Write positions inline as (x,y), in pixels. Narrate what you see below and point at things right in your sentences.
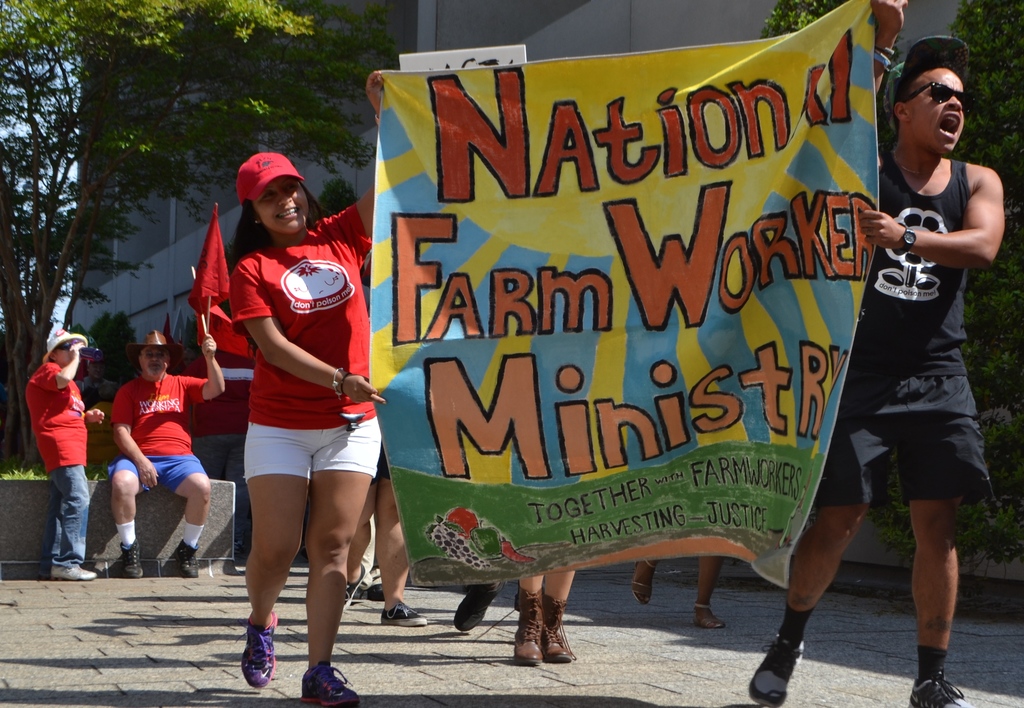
In the image in the center (362,318) we can see two persons (886,354) were standing and they were holding a banner (708,274) and one was smiling and one was shouting. In the background (56,67) we can see the sky (14,76), trees (70,40), plants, grass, flags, one person (120,502) sitting and few people (41,402) were standing.
